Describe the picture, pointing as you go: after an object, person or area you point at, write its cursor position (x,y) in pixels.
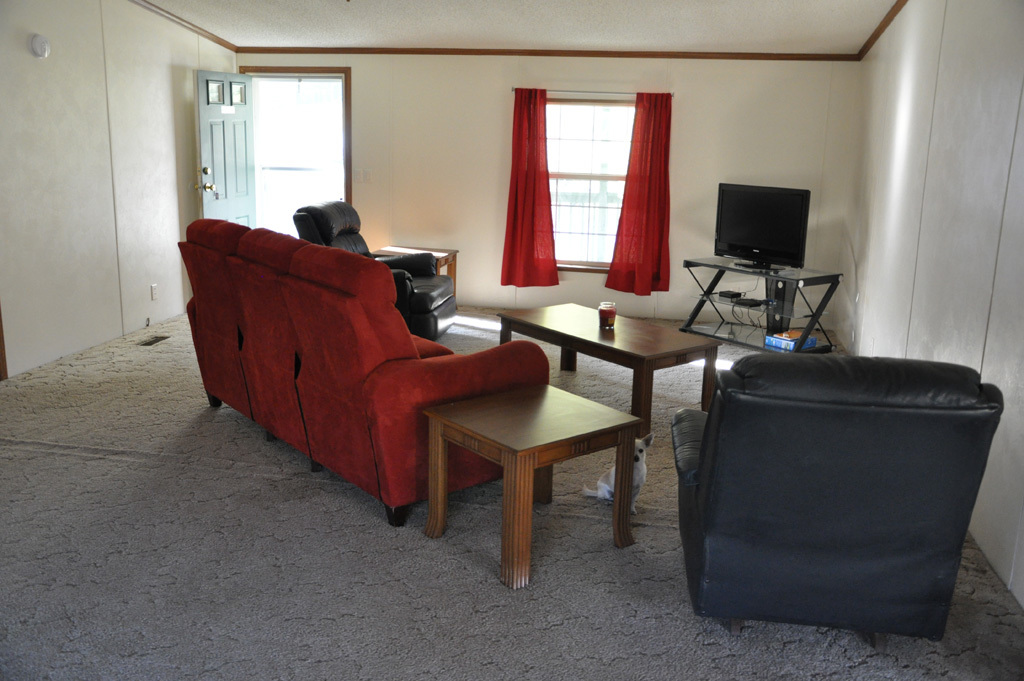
There is a sofa set (359,336) in this room (376,355). In front of the sofa set (307,333) there is a table (592,313) on which a cup (601,310) was placed. Between them there is a stool (501,434). There is a television (738,225) which was placed on the table (744,310). In the background (597,217), there is a window (608,184), curtains (656,218), wall (411,166) and a door (244,159) here.
